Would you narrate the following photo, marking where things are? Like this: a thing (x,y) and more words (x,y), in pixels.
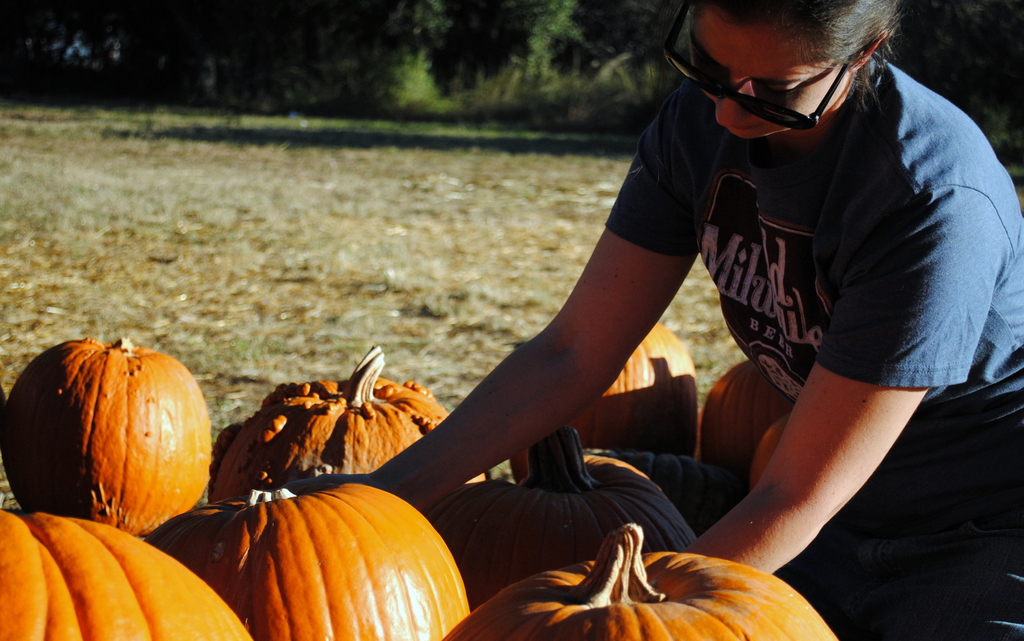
In this picture, there is a woman (896,197) towards the right (893,385). She is holding a pumpkin (320,591). She is wearing a blue t shirt (797,247). At the bottom left (135,459), there are pumpkins (112,401). In the background (259,286), there is grass (453,165) and trees (449,102).
